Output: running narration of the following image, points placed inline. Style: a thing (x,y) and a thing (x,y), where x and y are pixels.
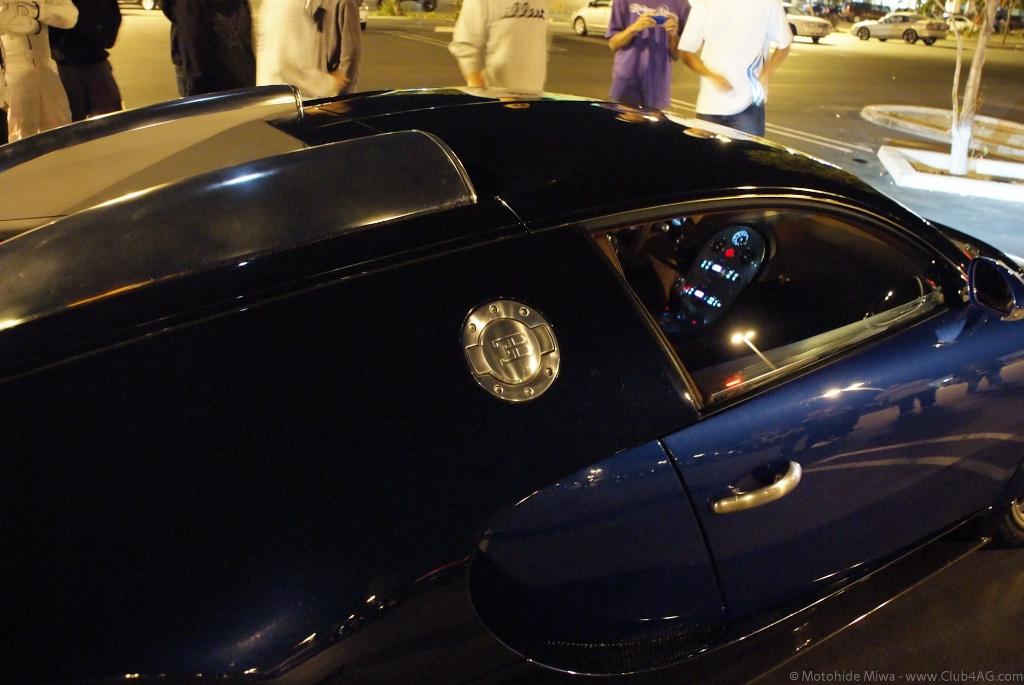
In the image we can see a vehicle (641,383) and there are people (218,67) standing, wearing clothes (712,92). Here we can see the road (949,79) and there are even other vehicles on the road (883,664). Here we can see tree trunk (962,145).
